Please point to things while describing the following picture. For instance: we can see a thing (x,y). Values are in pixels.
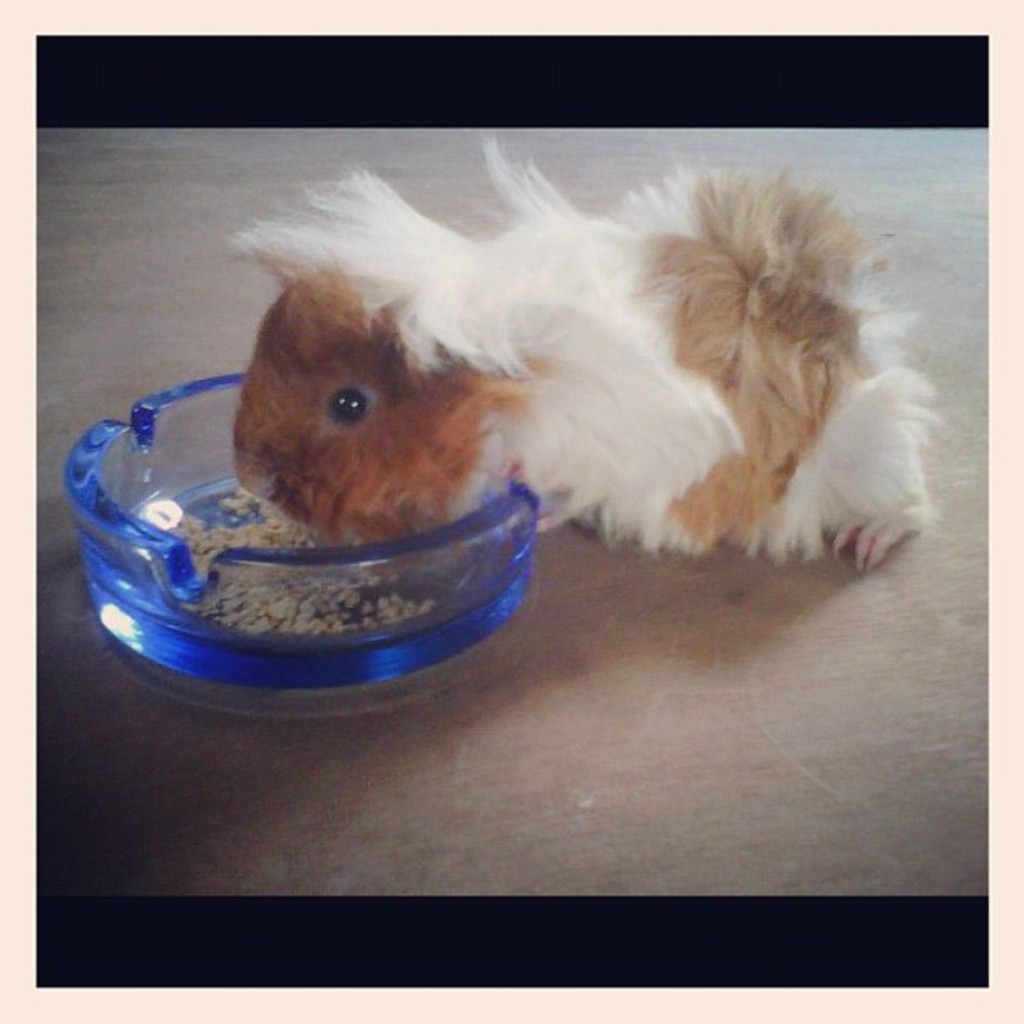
In this image I see an animal (589,278), which is of white and brown in color and there is a bowl (497,617) in front of it which is of blue in color and there is food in it.
